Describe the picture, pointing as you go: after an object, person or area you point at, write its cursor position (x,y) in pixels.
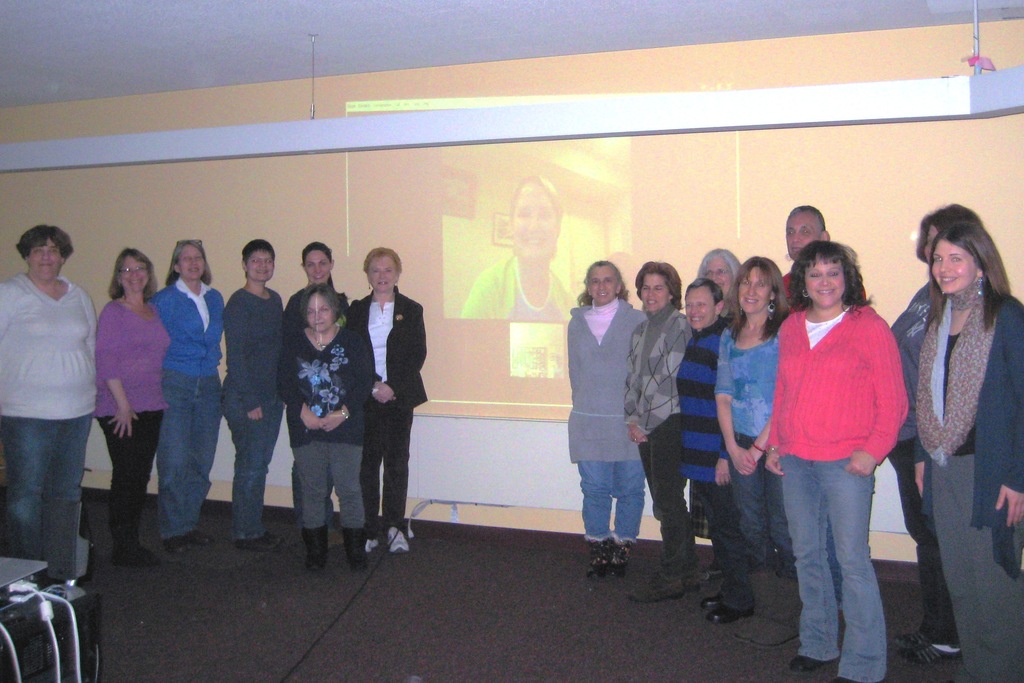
This picture shows the inner view of a room (472,291). There is one wire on the floor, some people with smiling faces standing near to the wall (994,46), two poles (978,71) attached to the ceiling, one laptop (14,575) with wires (45,608) on the table (89,615), one CPU (93,648) and one black carpet (431,617) on the floor (441,590). There is one image (464,402) projecting on the wall (461,359), in that image (460,275) we can see one woman (477,307) sitting and two photo frames (500,217) attached to the wall (579,214).
